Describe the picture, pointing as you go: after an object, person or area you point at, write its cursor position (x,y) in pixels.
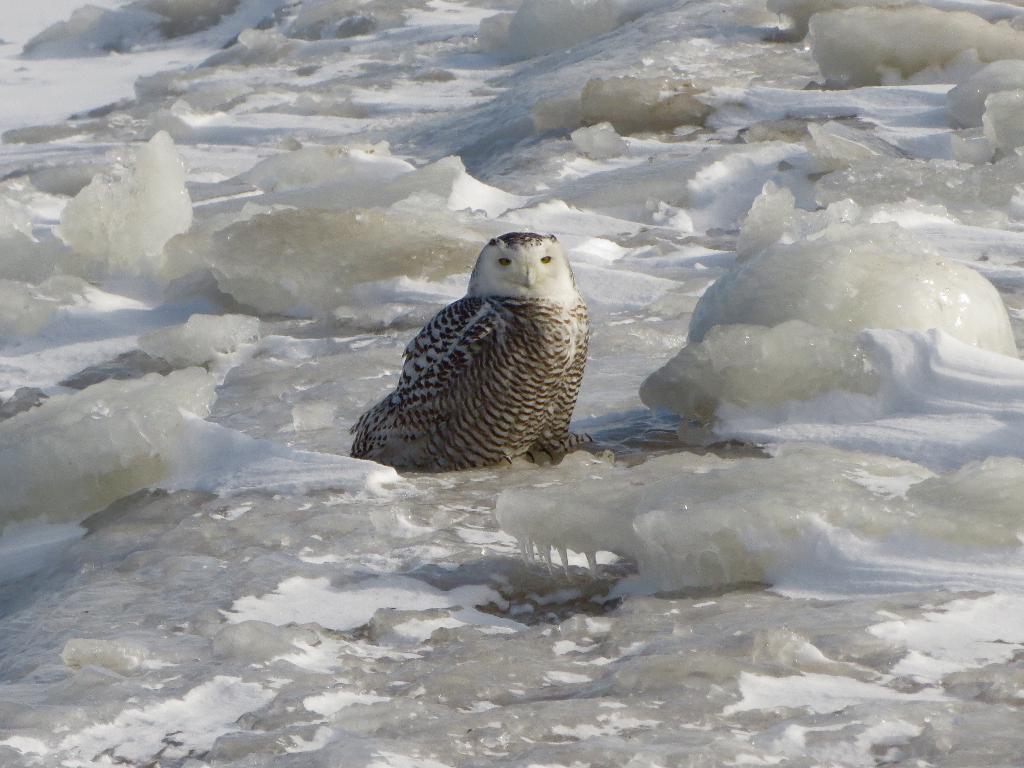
In the center of the image (493,409) we can see the bird (502,403). In the background (120,177) we can see the water (464,682) and also the ice (359,285).
